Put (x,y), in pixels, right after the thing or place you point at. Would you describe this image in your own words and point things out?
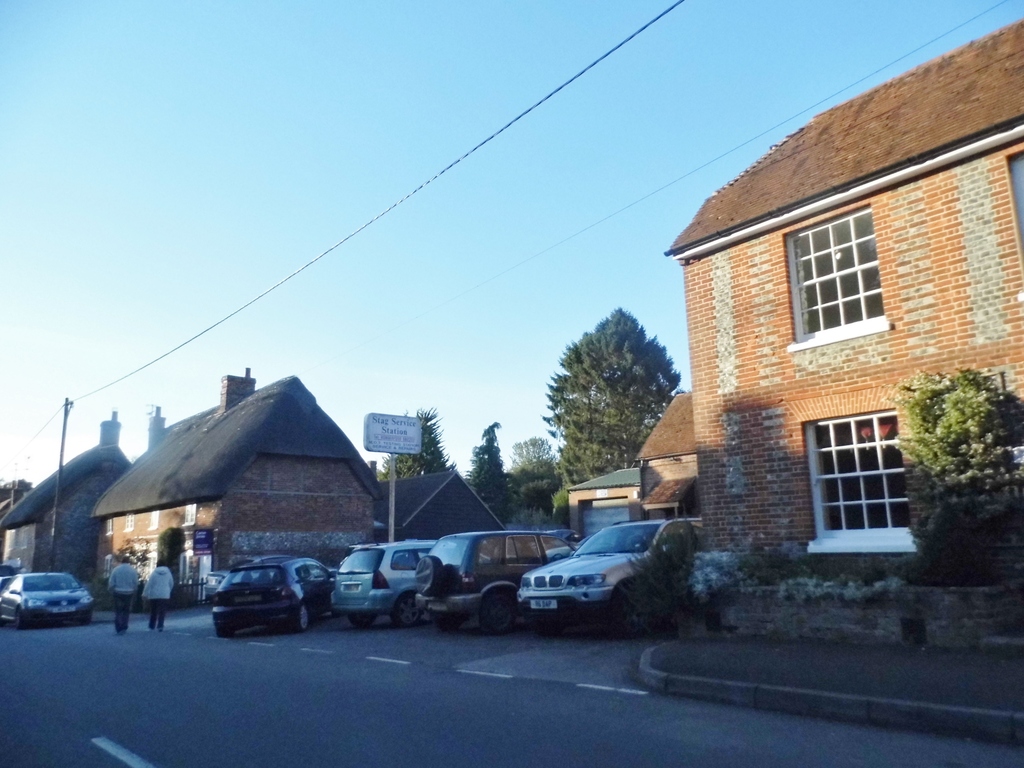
In the picture there are many vehicles (659,529) present, there are people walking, there are houses (693,352), there are trees (611,360), there is a clear sky (617,83).
